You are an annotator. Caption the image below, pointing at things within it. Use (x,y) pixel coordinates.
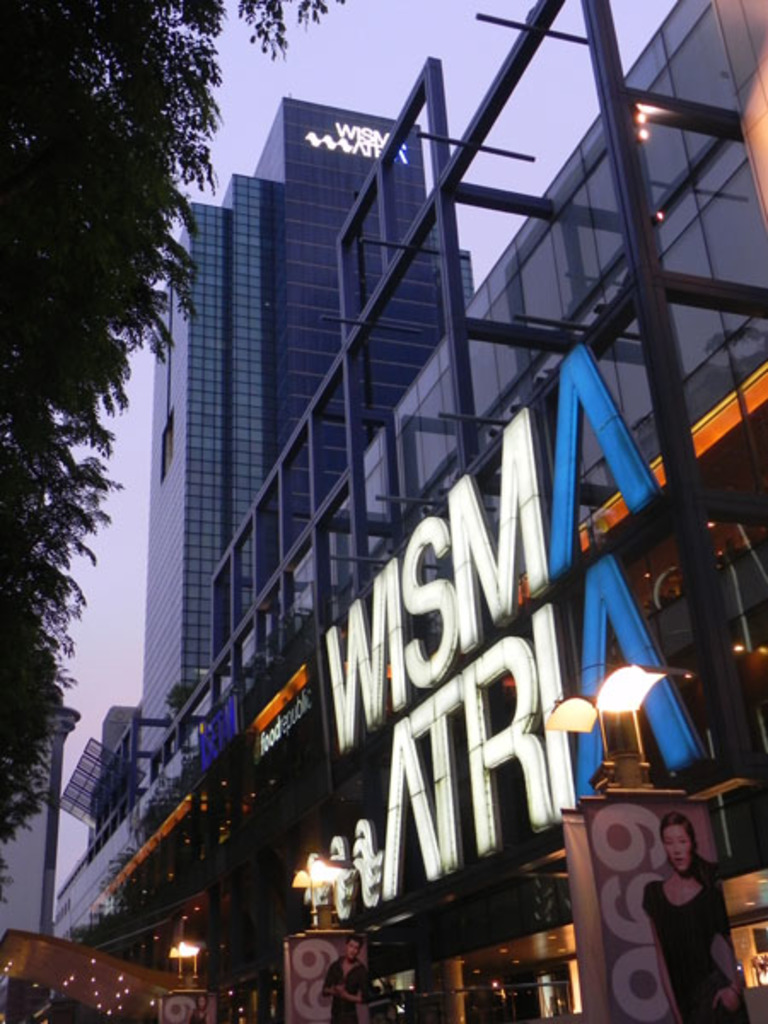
In the picture I can see buildings (498,442), trees (155,55), lights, led boards (532,816) and some other objects (441,100). In the background (463,3) I can see the sky (237,100).
